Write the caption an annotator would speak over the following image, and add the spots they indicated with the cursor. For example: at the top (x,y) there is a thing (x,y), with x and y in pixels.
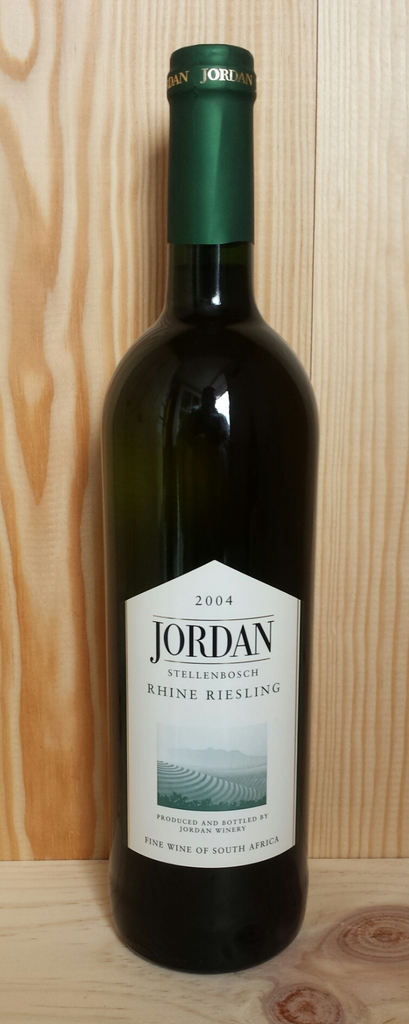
In the foreground of this picture (261,760), there is a bottle (255,641) on a wooden surface (367,924). In the background (318,119), there is a wooden wall like structure (317,121).
